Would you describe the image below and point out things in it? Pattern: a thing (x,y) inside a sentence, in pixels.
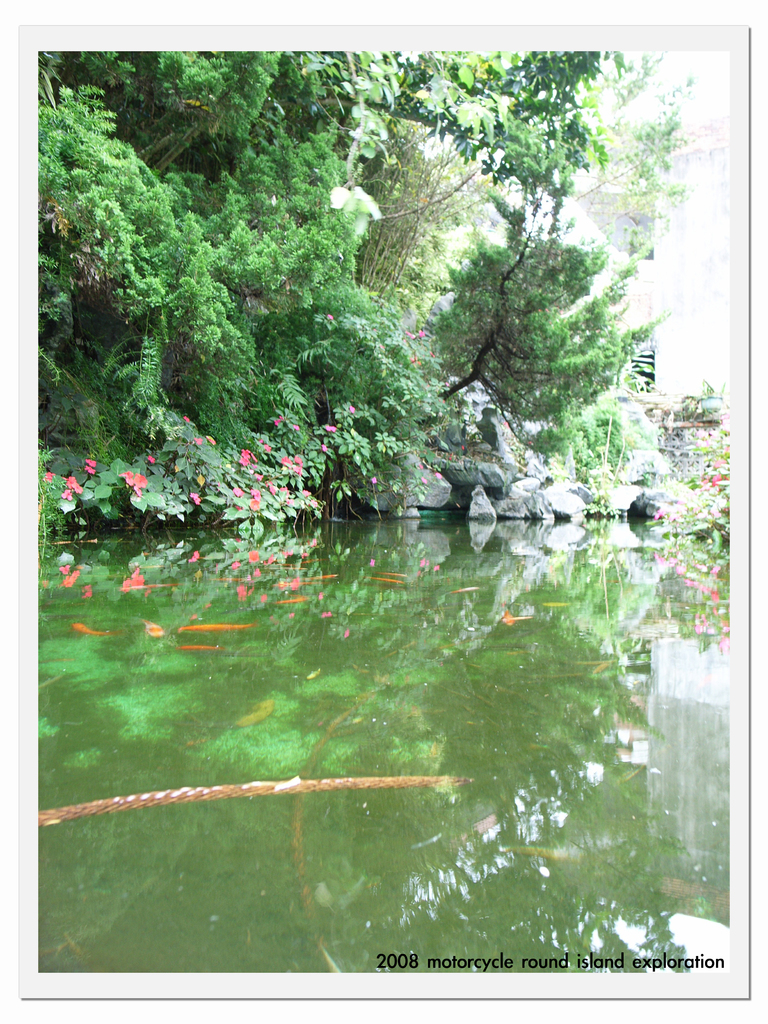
In this image I can see the water (412,763), few trees (204,386), few flowers (256,448) which are pink in color and few rocks (460,433). In the background (717,288) I can see a white colored object (707,251) and the sky (643,93).
